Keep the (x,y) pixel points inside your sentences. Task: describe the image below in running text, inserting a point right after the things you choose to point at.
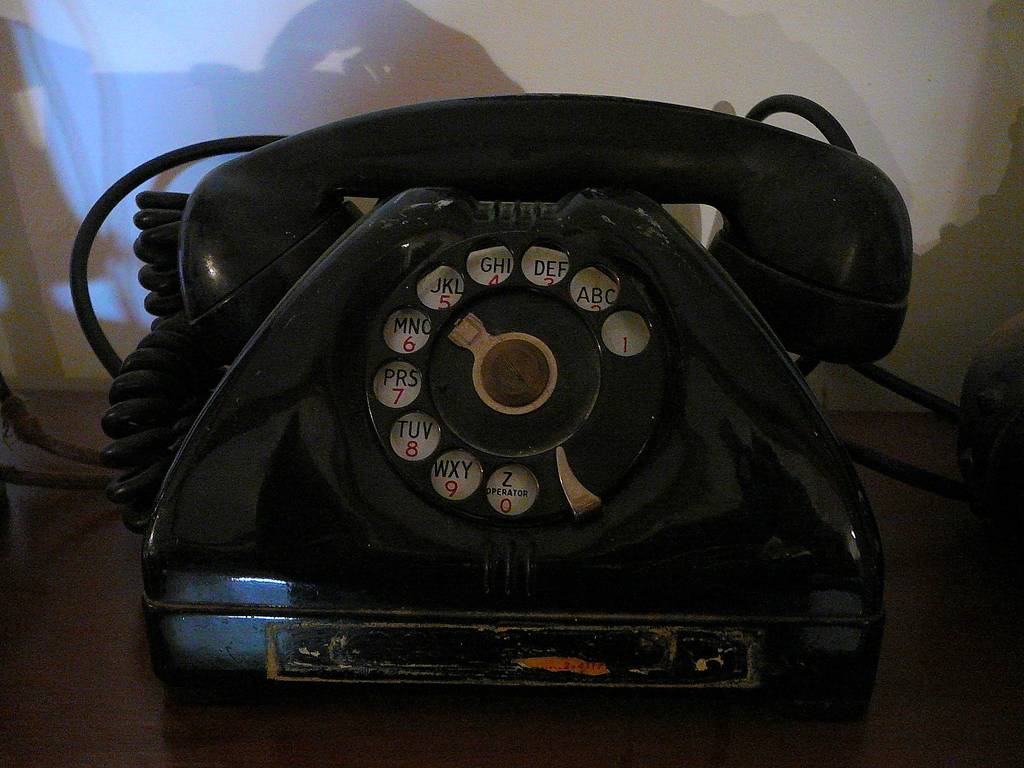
Here we can see a telephone (476,640) on a platform (488,734). There is a white background (898,103).
